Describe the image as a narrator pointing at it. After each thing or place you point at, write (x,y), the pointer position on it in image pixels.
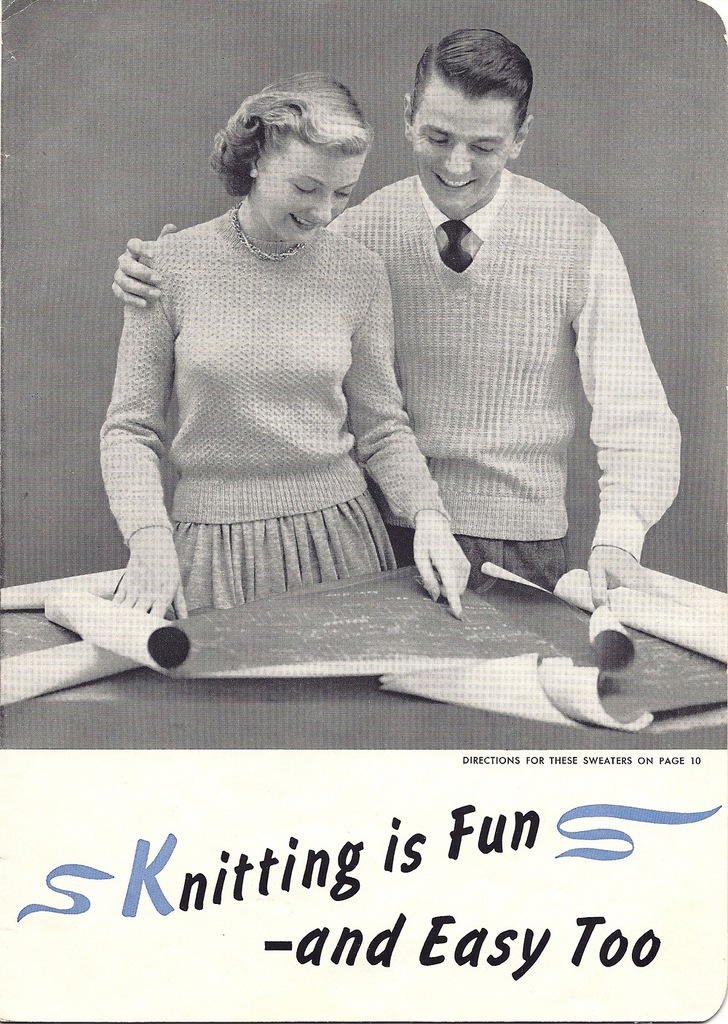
In this image I can see a man (627,332) and woman (346,453) holding few charts (524,677). At the bottom (471,945) I can see some text (432,966). The image is in black and white color.
